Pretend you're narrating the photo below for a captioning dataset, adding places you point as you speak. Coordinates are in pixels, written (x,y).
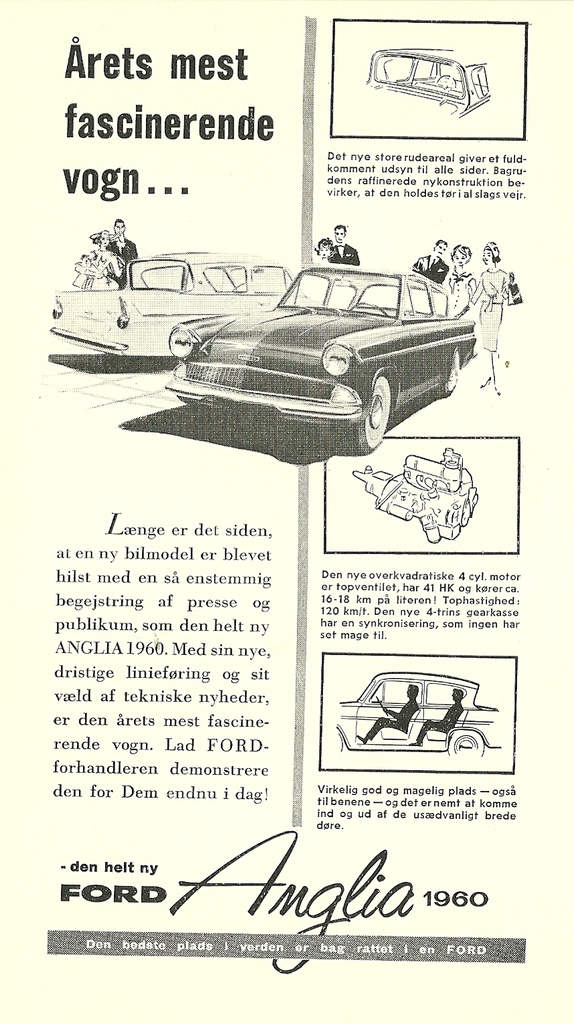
In this image I can see some line art (428,500) of a car spare parts (417,515) and depictions (113,257) and drawings (388,281) of people (127,263) with cars (306,326) with some text (392,791).
